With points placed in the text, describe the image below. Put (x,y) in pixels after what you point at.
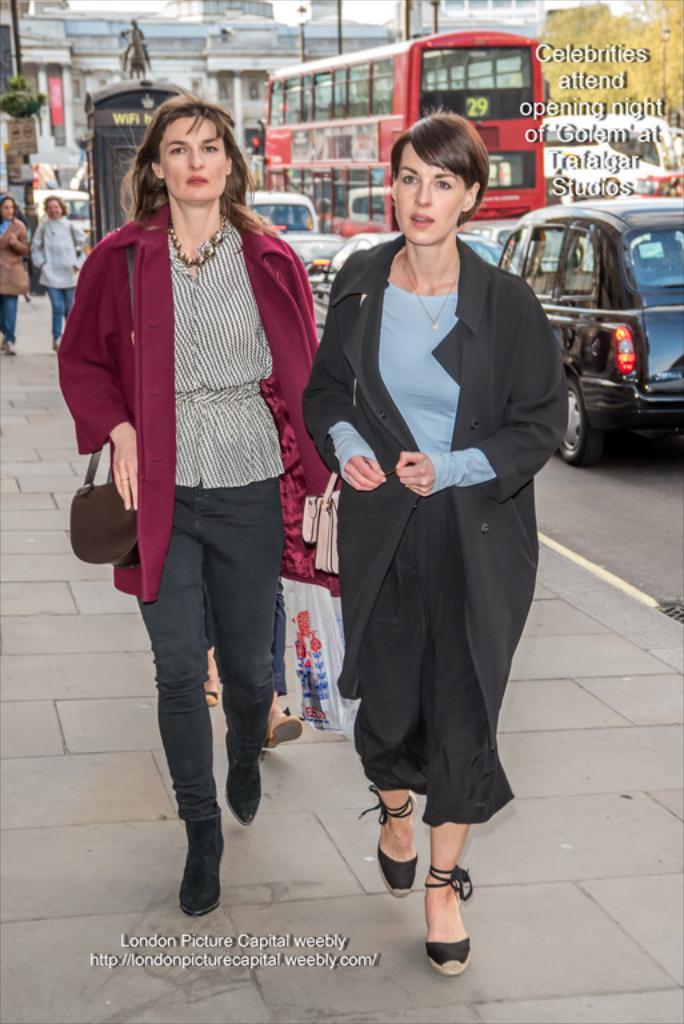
As we can see in the image there are few people (341,562) here and there, cars (631,416), bus (484,195) and building (45,46). In the front (381,524) there are two women (266,535) walking. The woman (455,625) on the right side (477,389) is wearing black color dress (456,611) and the woman (266,455) on the left side (187,239) is wearing red color jacket (131,421) and holding a bag (100,510).
